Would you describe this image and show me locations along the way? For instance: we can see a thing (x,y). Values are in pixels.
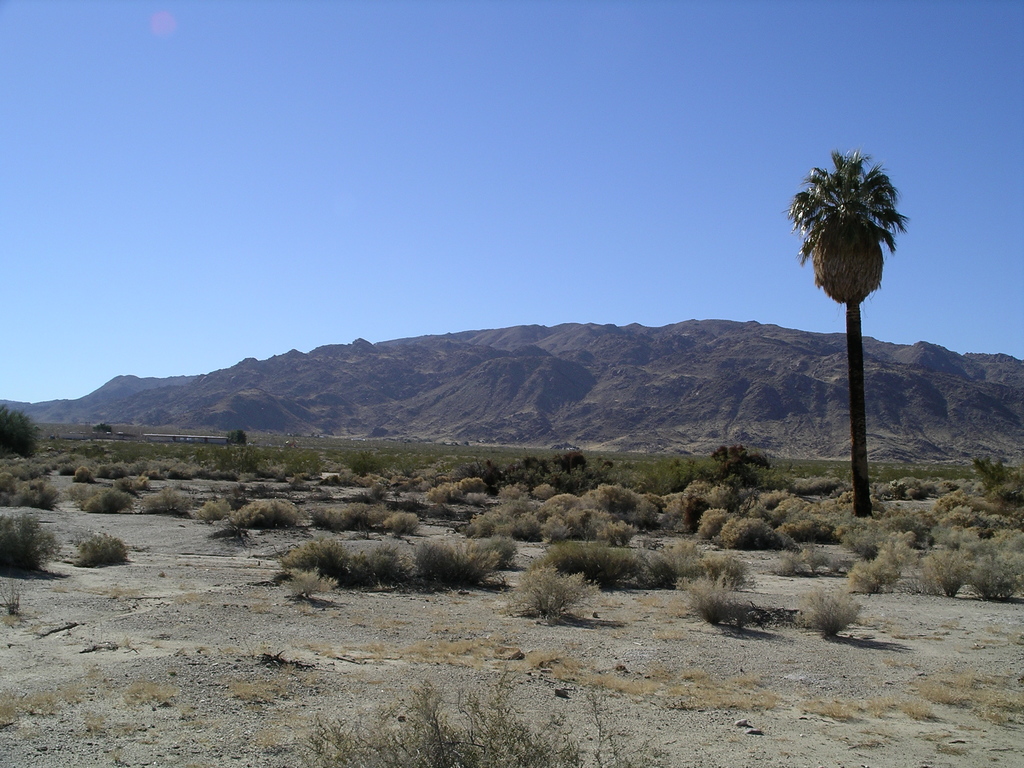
In this image I can see the plants (615,527), tree (844,274), mountains (451,337) and the sky (425,209).
